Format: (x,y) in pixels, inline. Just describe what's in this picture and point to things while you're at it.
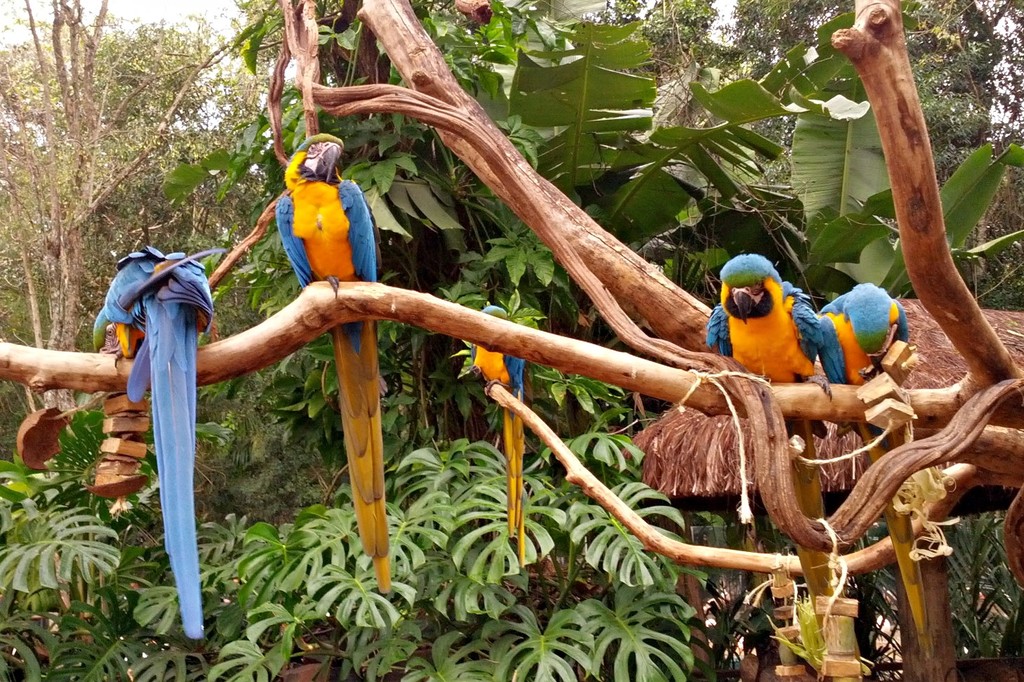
There are five parrots (817,348) standing on the branch (245,340). These are the trees (560,119) with branches (208,364) and leaves (338,620).
